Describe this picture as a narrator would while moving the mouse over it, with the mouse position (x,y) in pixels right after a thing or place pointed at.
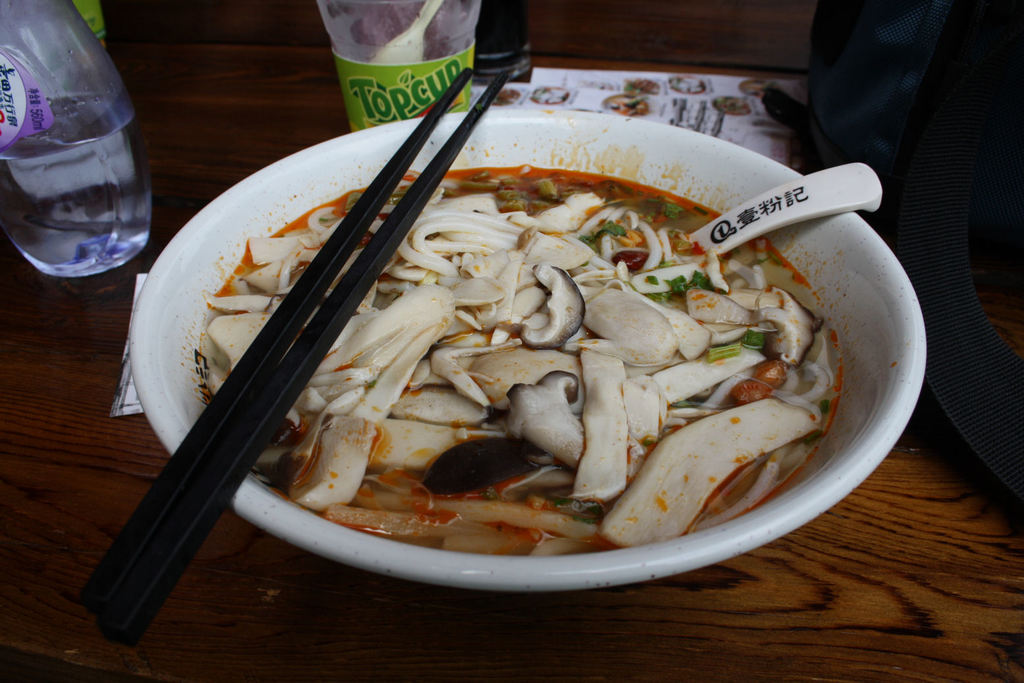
In this image we can see food (521,367) in a bowl (504,132), chopsticks (357,220), spoon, papers (730,132), bottles (3,44), and a bag (976,434) on a wooden platform (1020,643).
